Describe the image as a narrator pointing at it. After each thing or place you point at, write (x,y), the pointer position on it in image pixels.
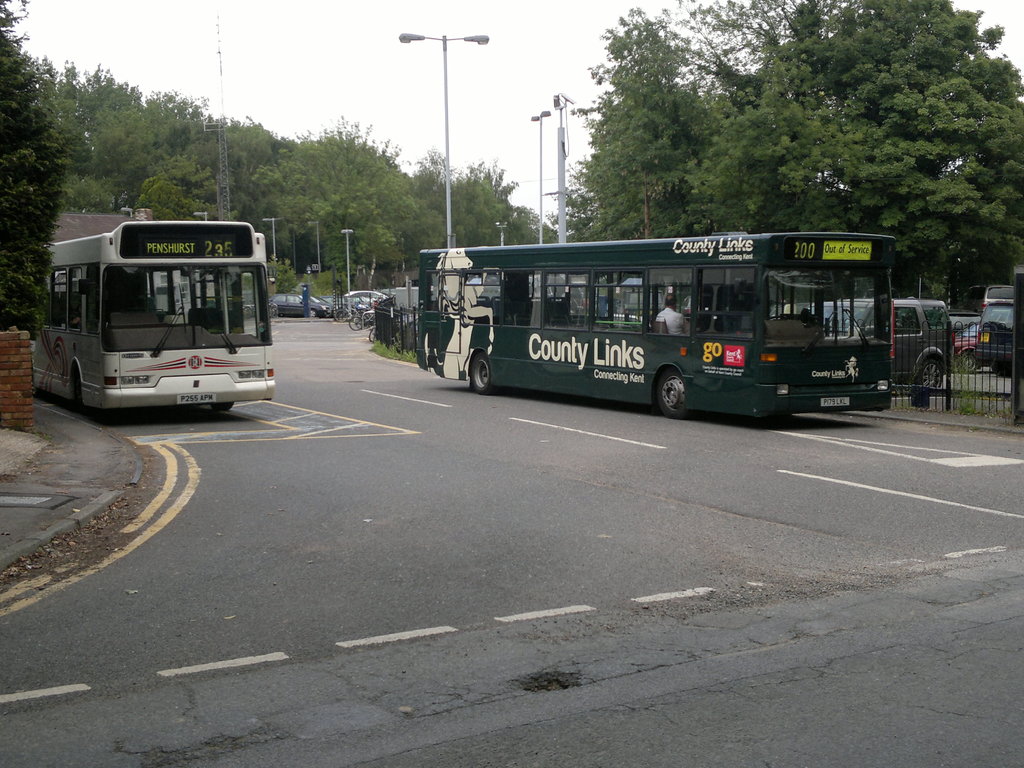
This picture is clicked outside. In the center (507,365) we can see the two buses (201,335) and group of vehicles (996,347) and we can see the lights (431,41) attached to the poles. In the background (357,46) we can see the sky (326,60), trees (320,174), metal rods (223,211) and many other objects (310,271).
